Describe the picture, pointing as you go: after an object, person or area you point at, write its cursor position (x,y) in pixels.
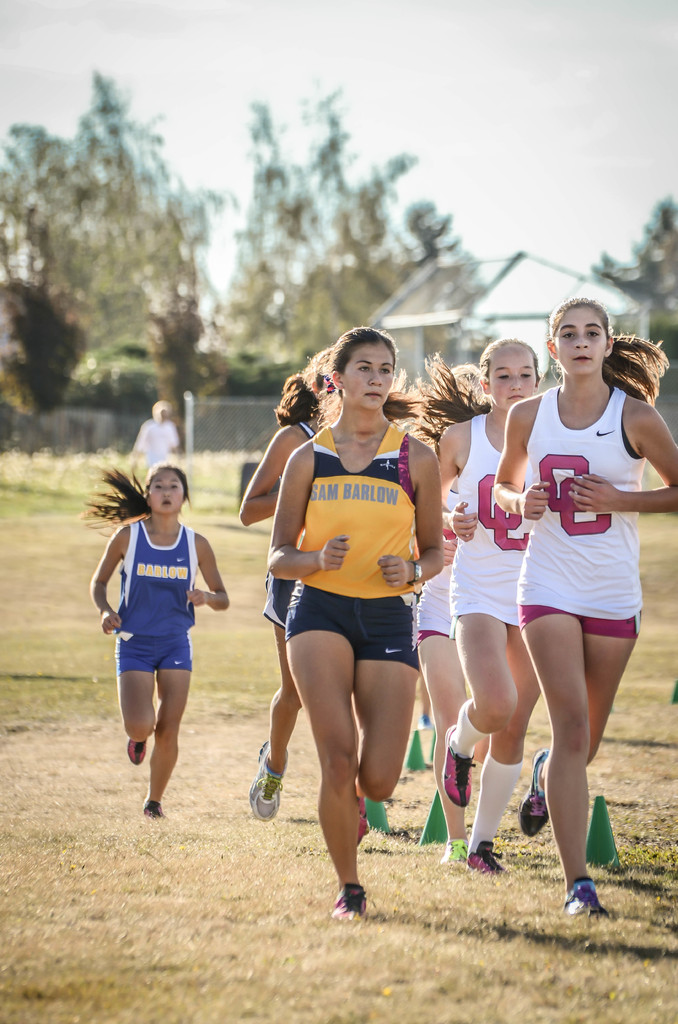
This is an outside view. Here I can see few women (288,524) wearing t-shirts (170,557), shoes (451,761) and running on the ground (158,920). In the background (160,430) there is a person (151,432) and also I can see few trees (238,322) and a shed (490,292). At the top of the image (512,113) I can see the sky (520,118).
